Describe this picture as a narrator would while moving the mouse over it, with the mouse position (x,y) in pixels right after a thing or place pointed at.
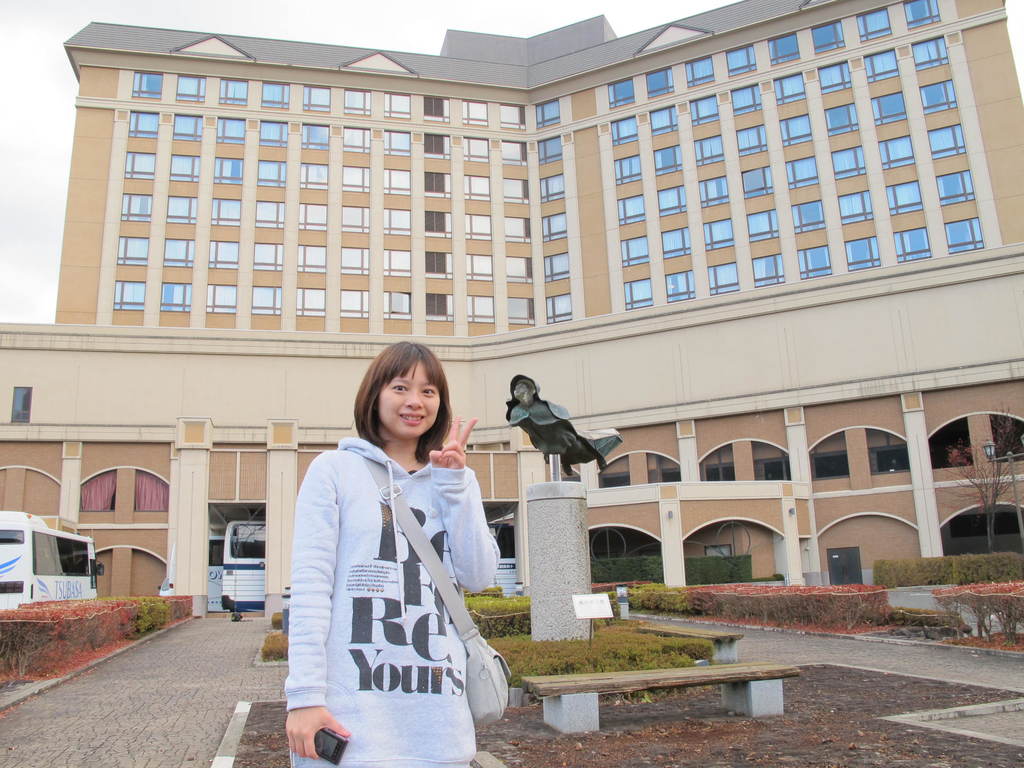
This picture is clicked outside the city (233,524). Woman (358,541) in front of this picture is wearing a bag (474,641) and she is carrying mobile phone (330,749) in her hands (335,722). Beside her, we see a bench (671,678) and behind that, we see grass (552,647) and a pillar (540,517) on which statue (545,401) is placed. Behind that, we see a building (732,178). On the right corner of the picture (962,441), we see tree (982,513) and also streetlamp (1014,461). On the left corner (29,522), we see bus (58,566) and on top (360,19) we see sky (359,32).
